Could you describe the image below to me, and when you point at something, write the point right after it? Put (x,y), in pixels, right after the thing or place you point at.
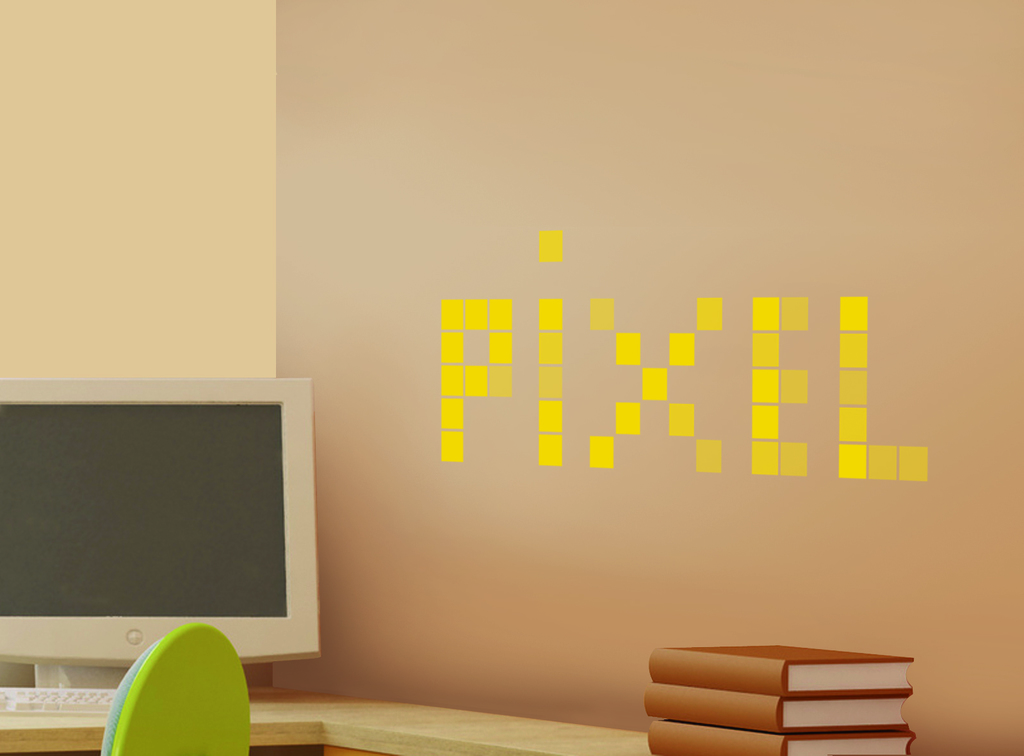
In the picture we can see a desk (489,746) on it, we can see a monitor (128,412) and keyboard (91,704) which is white in color and beside of it, we can also see some books (655,711) with brown cover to it and near to it there is a chair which is green in color and to the wall (745,533) we can see a pixel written on it with yellow color.
